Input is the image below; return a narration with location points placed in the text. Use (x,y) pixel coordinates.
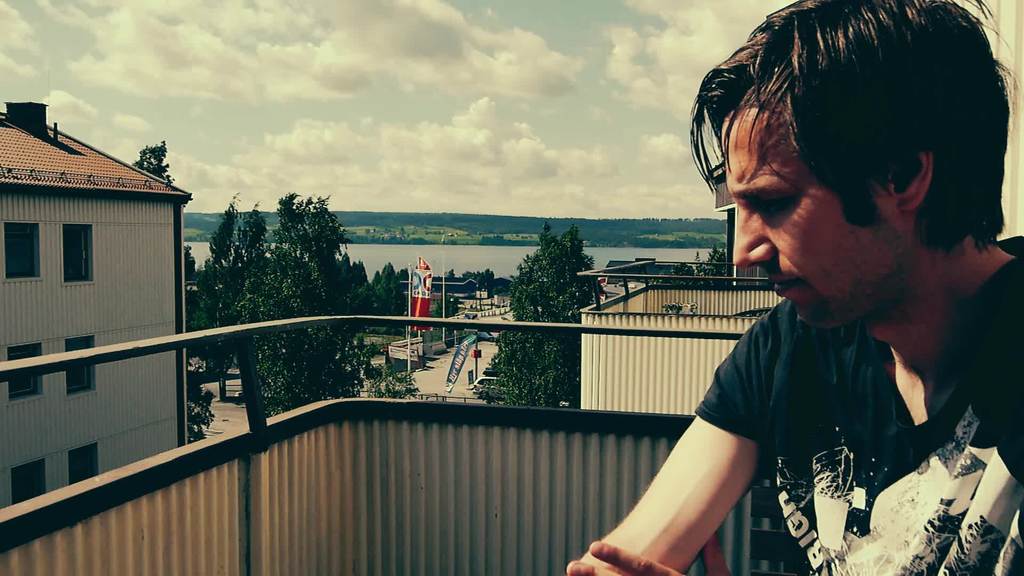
On the right (785,185) there is a man (886,217) who is wearing t-shirt (943,464). He is sitting near to the fencing (498,448). On the left (163,245) there is a building (11,284). In the background (275,370) we can see street lights (443,303), banners (430,309), posters (422,273), trees (545,361) and roads (425,373). Here we can see mountains (673,244) and water (504,266). On the top (576,82) we can see sky (529,98) and clouds (479,118).
